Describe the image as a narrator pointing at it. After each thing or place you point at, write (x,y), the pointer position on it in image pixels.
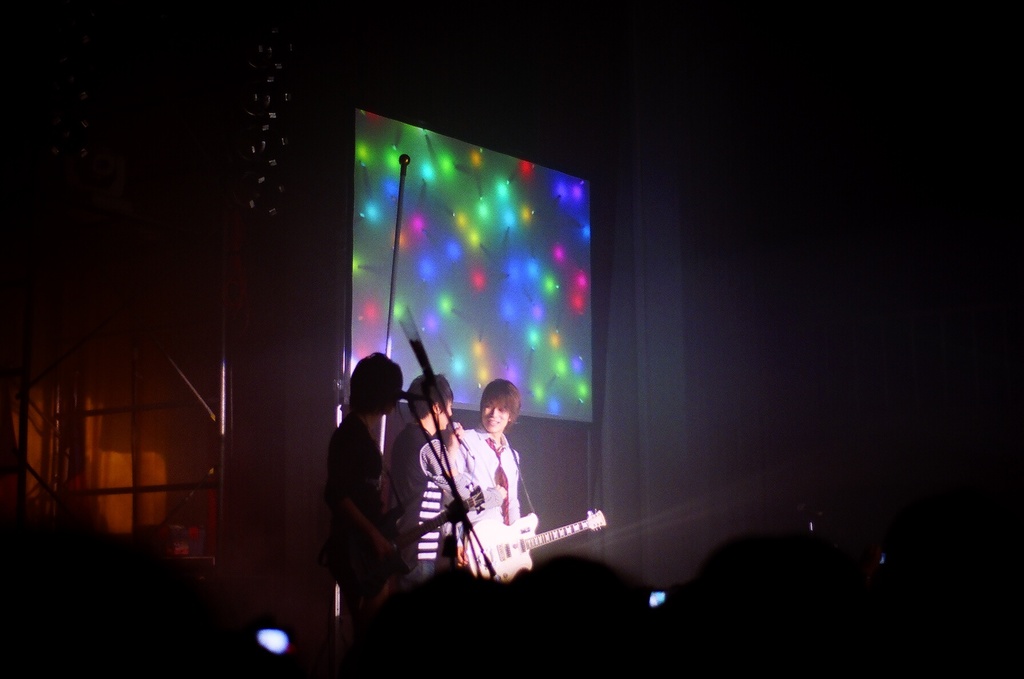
There are 3 people (445,427) on the stage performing by playing musical instruments (460,512) behind them there is a screen (461,286).
